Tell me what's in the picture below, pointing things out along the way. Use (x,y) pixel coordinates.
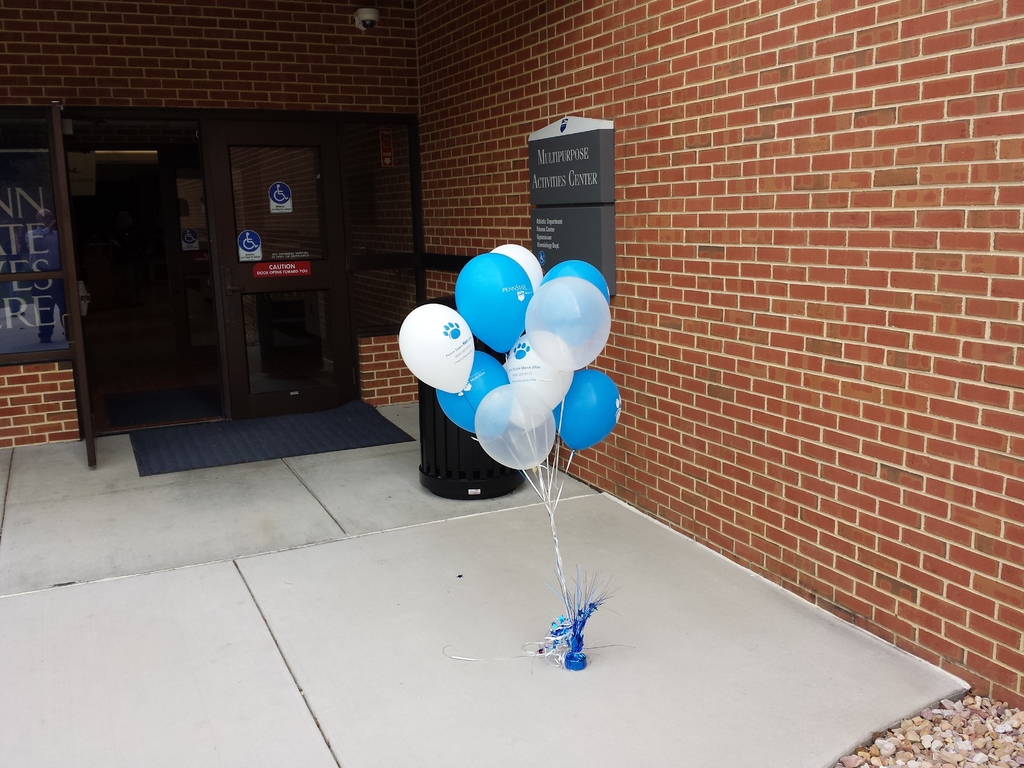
In this picture I can see there are balloons (526,447) and there is a door (78,305) in the backdrop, it is in brown color.
